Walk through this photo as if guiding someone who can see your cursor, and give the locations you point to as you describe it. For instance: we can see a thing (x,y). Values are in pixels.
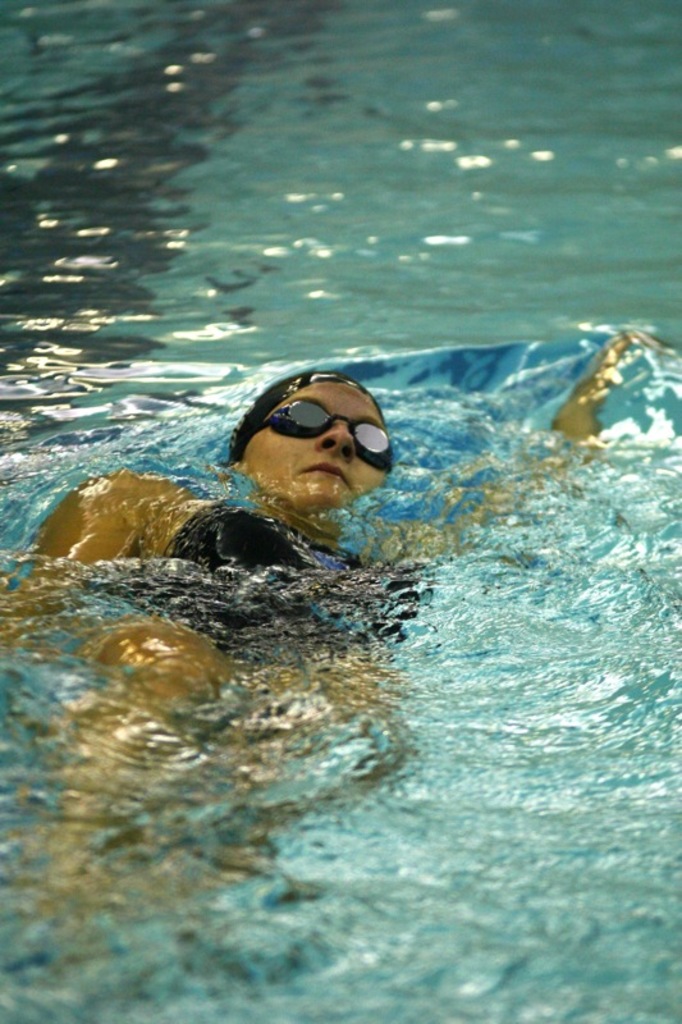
This image consists of a woman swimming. She is wearing black dress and black glasses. At the bottom (415,878), we can see the water (456,596).
